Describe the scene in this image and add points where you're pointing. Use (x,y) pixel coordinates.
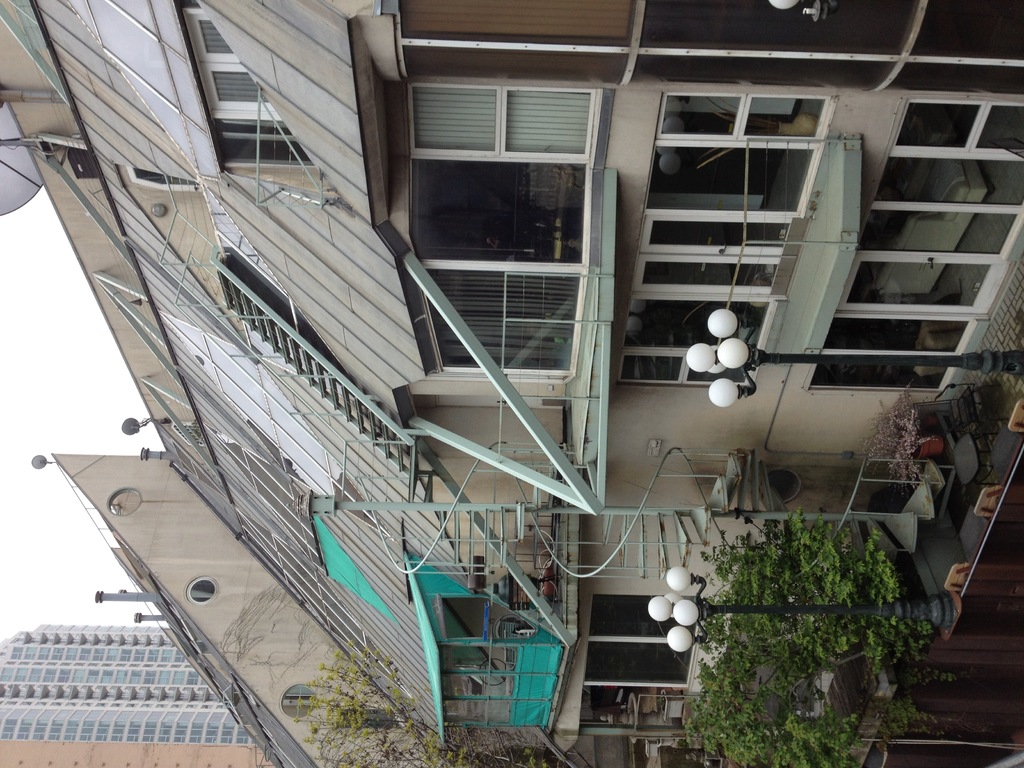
In this image there are some houses (632,333), poles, lights (752,386), trees (721,693) and we could see some windows (568,108) and some pillars (466,326), railing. On the left side of the image (65,347) there is sky (56,499) and some poles (16,140) and antenna (11,159) is there on the building (107,466).
